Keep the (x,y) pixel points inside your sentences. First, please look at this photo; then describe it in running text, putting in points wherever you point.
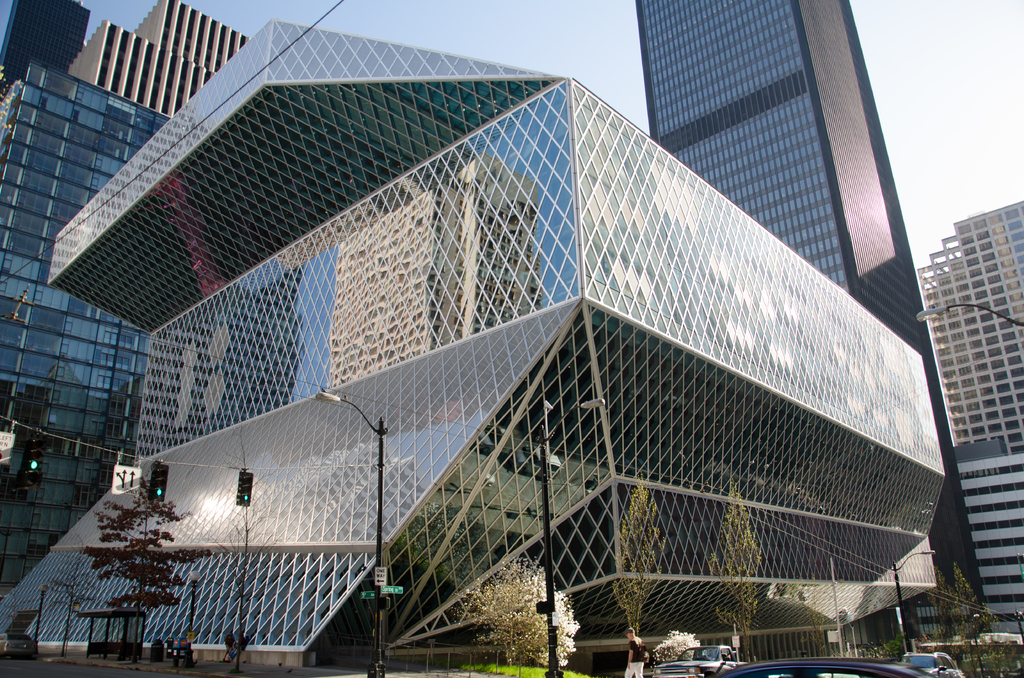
In the picture we can see a glass construction building (679,418) and near to it, we can see some poles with street lights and some traffic lights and we can also see some cars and some person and behind the building (806,307) we can see some tower buildings (1007,408) and a sky (643,113).
